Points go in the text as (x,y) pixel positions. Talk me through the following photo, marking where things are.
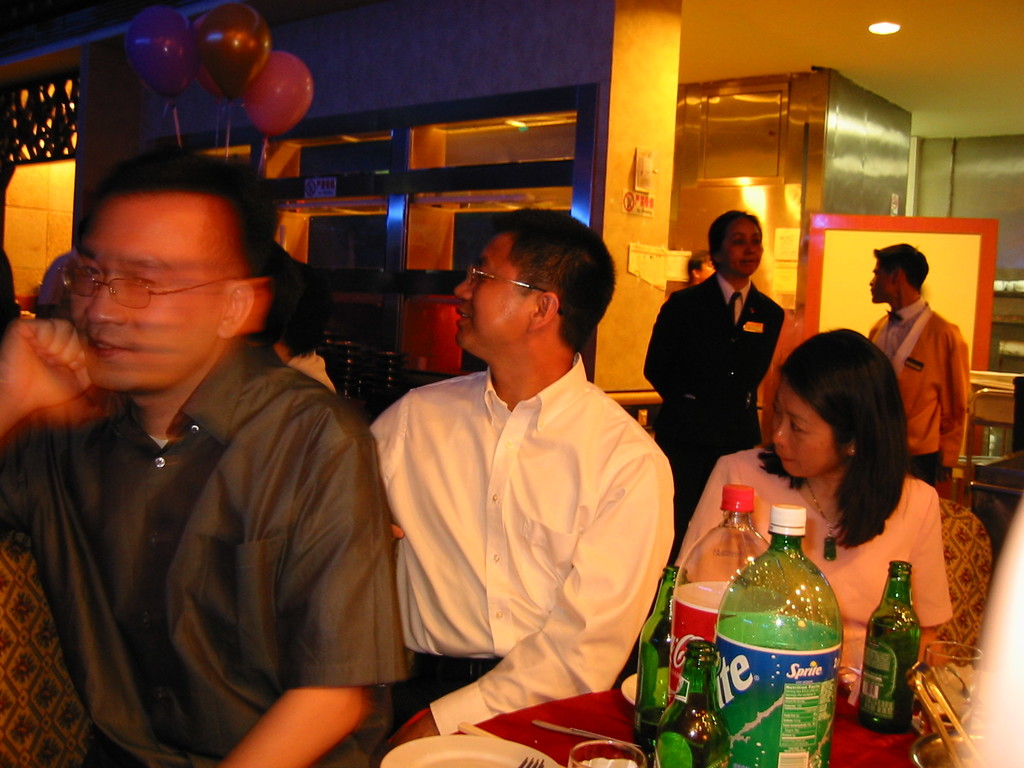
In this image there are three people (531,502) sitting around the table (852,761). On the table (886,749) there are cool drink bottles (738,654), plate (456,757), fork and spoon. At the background (724,336) there is another man (703,371) who is standing beside them and there are balloons (208,53) at the back side (263,64). At the top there are lights (881,25).
